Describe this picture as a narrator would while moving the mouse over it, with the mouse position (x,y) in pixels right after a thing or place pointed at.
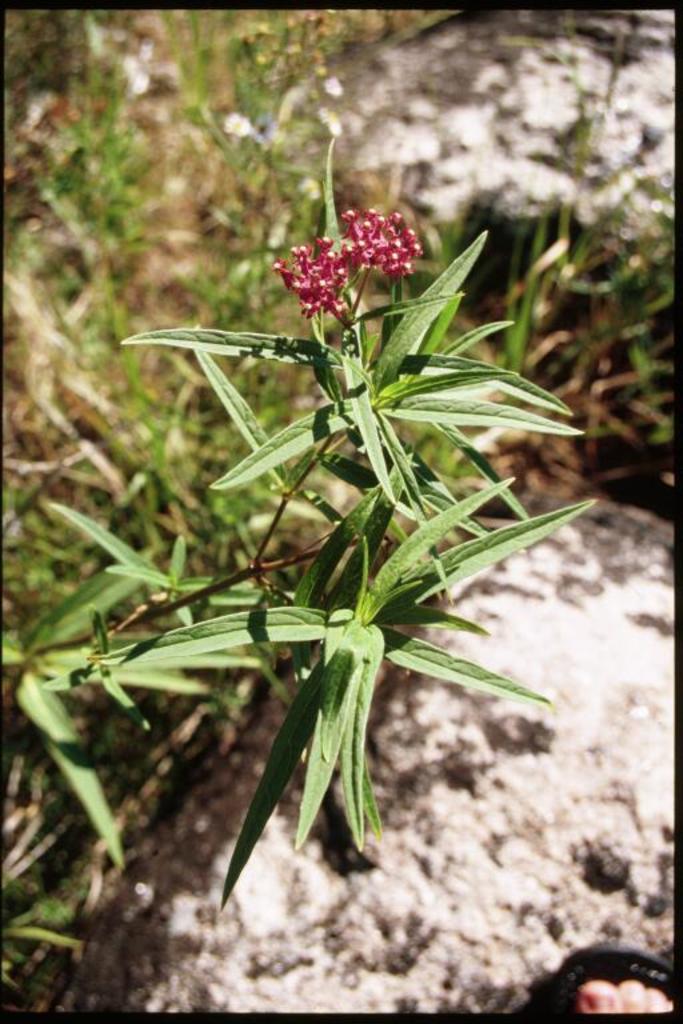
In this image I can see two red color flowers (367,258) and green color plants (447,500). Back I can see rocks (567,187).
